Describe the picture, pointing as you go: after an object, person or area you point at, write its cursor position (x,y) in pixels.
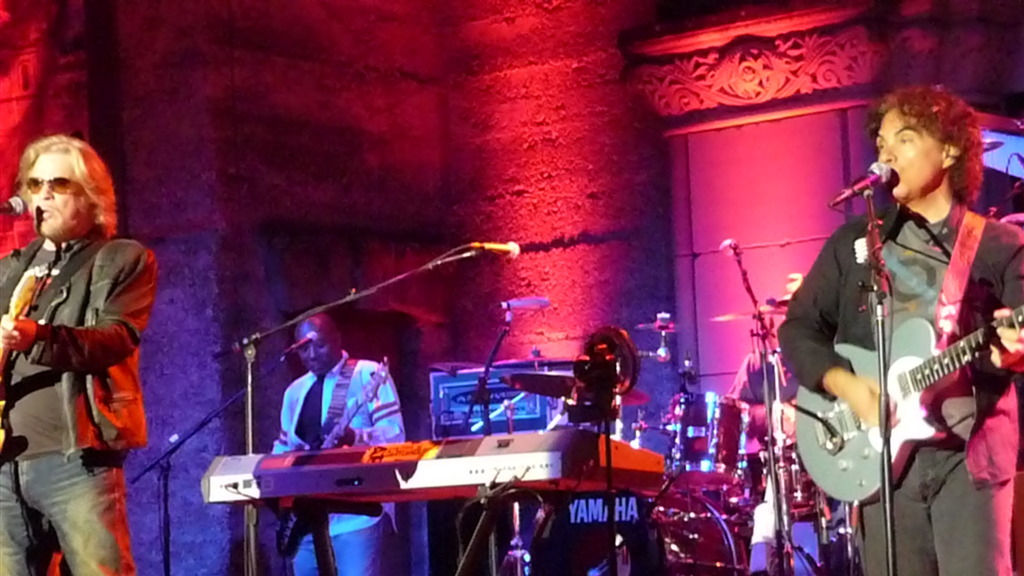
In this image a man (112,327) wearing black colour jacket (123,385) and also wearing a spectacles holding a guitar (3,357) and back of him a person (284,403) standing and playing guitar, in front of him there is a mike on the middle (533,365) there are some musical instruments (566,453). On the right side (917,437) the man (974,437) wearing black colour shirt (962,434) and holding a guitar (922,384). On the back of him the man (789,410) sitting and playing musical instrument (784,460) and there is wall (398,123) with light (552,110) and there is a pillar (732,193).
